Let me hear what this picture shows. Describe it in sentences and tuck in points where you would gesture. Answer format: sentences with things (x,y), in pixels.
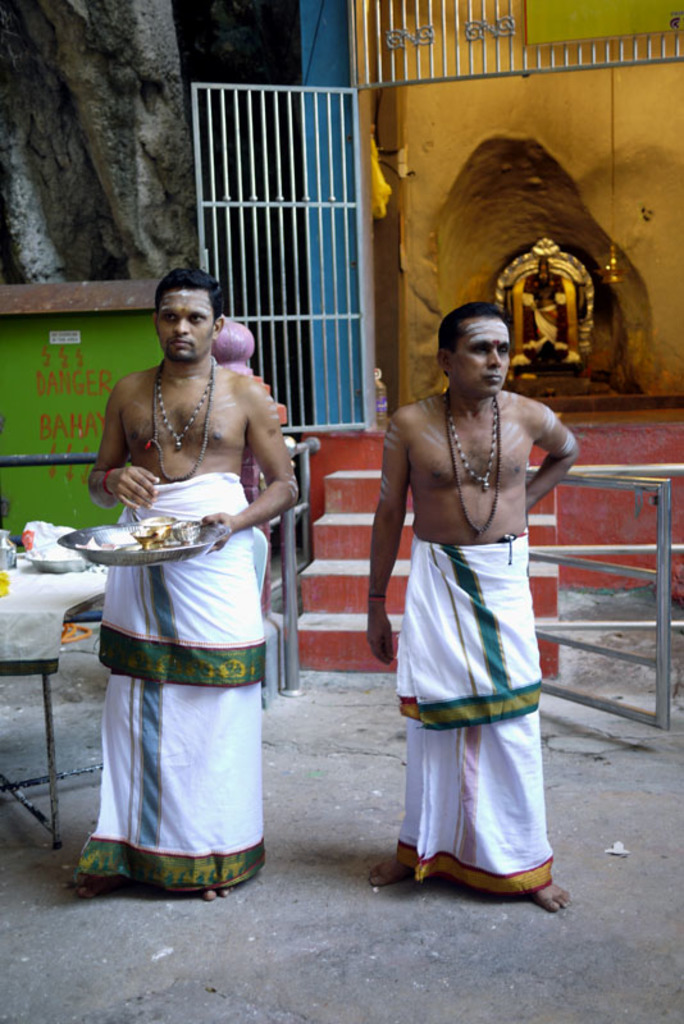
In the foreground of this picture (169,452), we see two men (183,732) standing on the ground (387,950). On right (664,566), there is a railing (646,479), sculpture (563,331), bell (614,274), and few stairs (550,517). On left (48,611), there is a table (46,598), plate (44,558), cover (38,544), a rod (32,462), a small room (61,330) and a trunk (83,125) of a tree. On top (265,140), there is a door (283,220).
